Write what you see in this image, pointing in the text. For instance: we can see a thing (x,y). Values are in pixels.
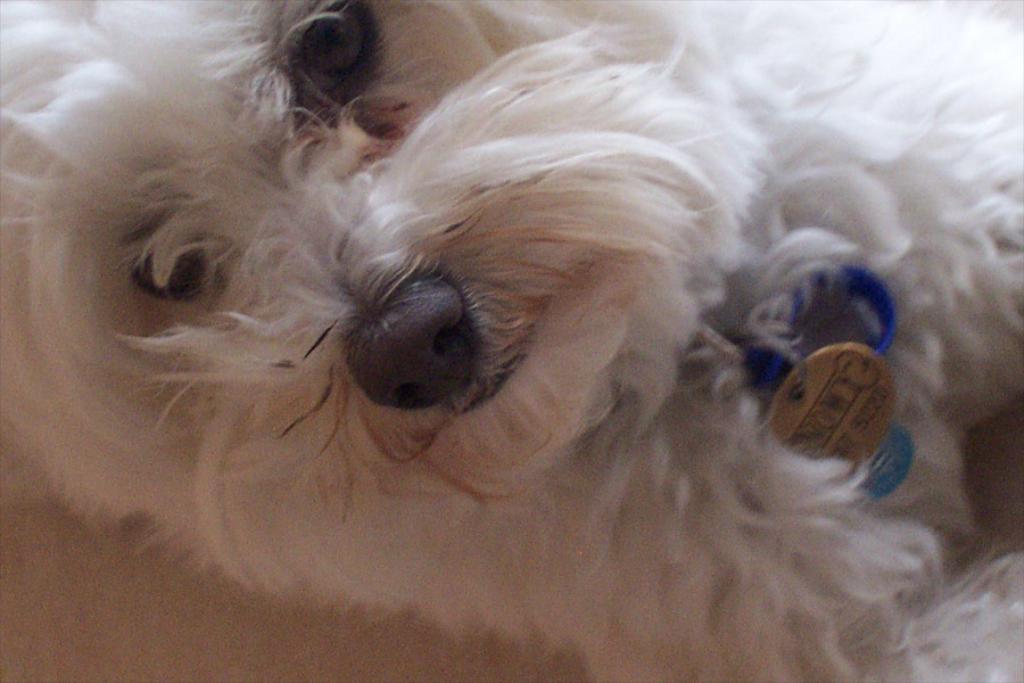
In this image we can see a dog (271,356).
